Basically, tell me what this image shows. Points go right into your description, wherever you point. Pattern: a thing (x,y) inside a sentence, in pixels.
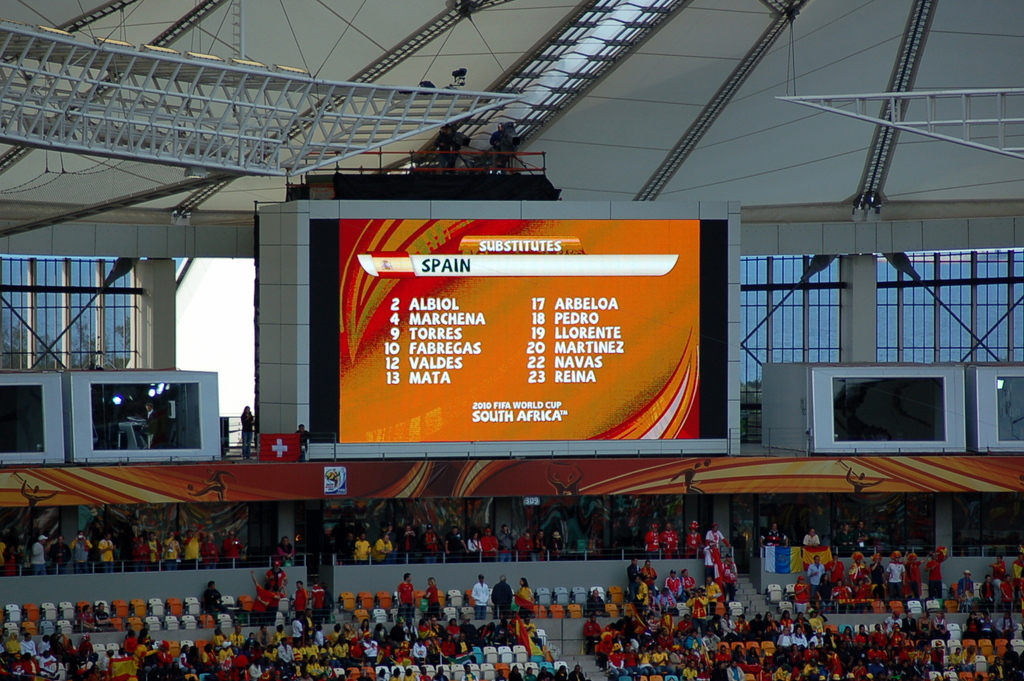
In this image I can see a screen (358,323) and on it I can see something is written. I can also see number people (400,622) and number of chairs (937,610).
